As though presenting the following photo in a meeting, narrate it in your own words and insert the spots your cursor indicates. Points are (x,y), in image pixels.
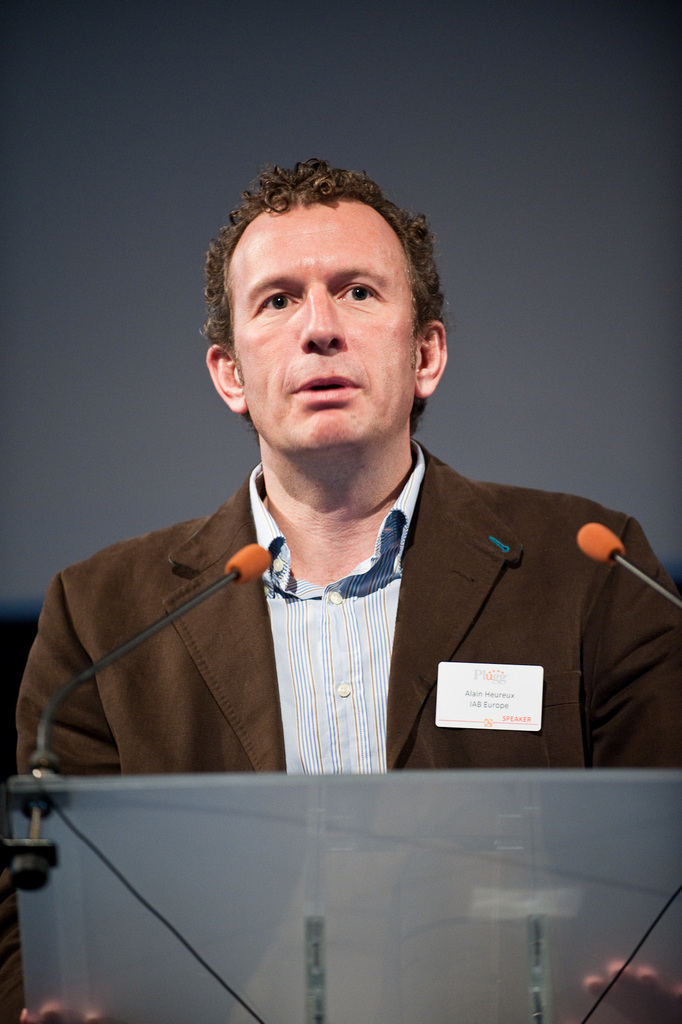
In the foreground of the picture (325,864) there is a podium (325,864), in front of the podium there is a person (350,532) standing and speaking. In the center (231,569) there are mics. The background (98,108) is black.
